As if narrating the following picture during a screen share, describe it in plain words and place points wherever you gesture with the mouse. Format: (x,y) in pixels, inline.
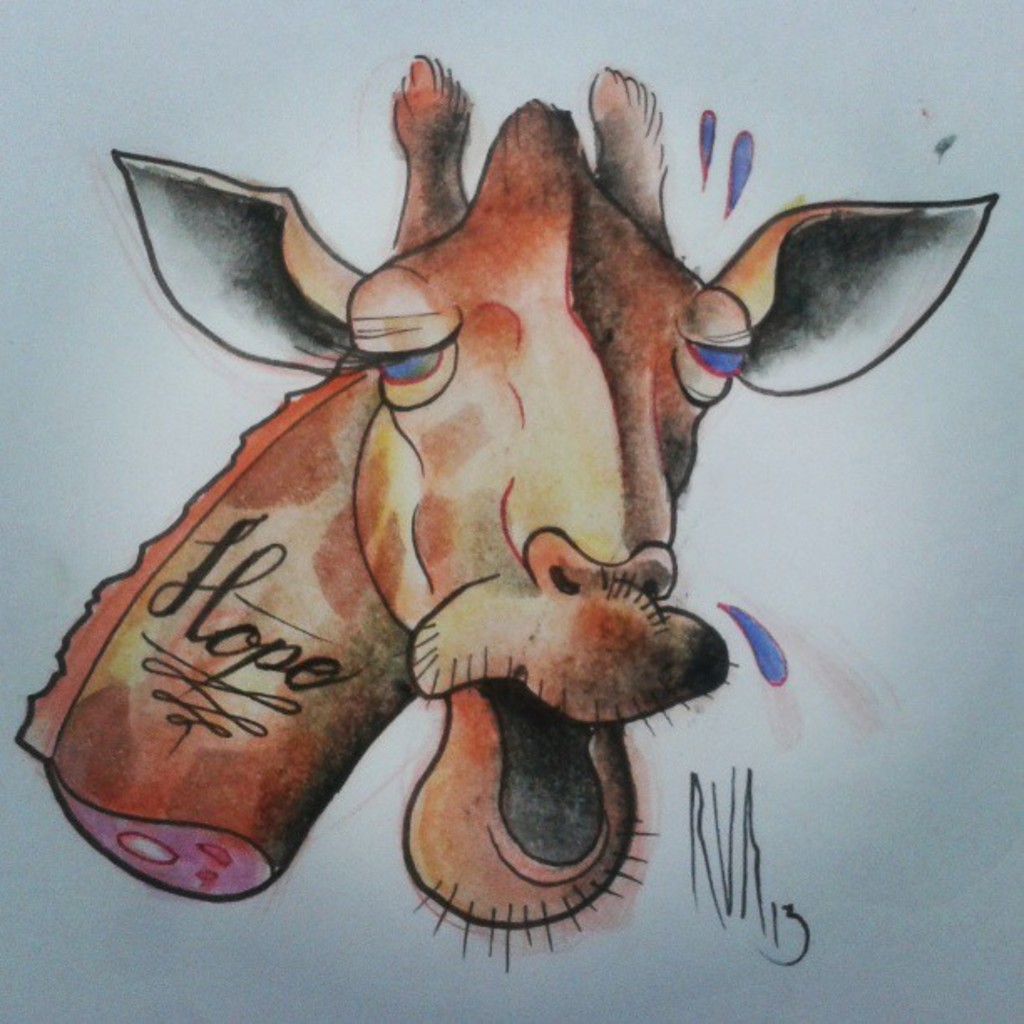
In this picture we can observe a sketch (272,646) of a giraffe (572,748) on the paper (143,482). The background (86,61) is in white color. The giraffe (545,542) is in brown color.
